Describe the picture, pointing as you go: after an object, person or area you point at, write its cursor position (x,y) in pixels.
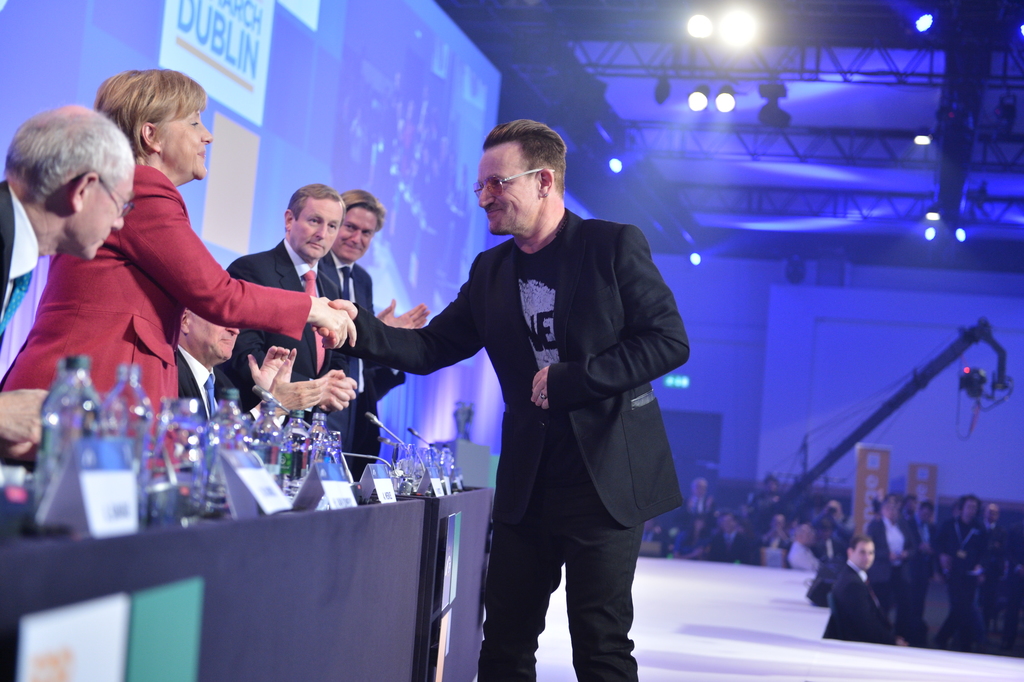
In this image, there are five people (518,291) standing and a person (194,383) sitting. Among them two people (339,300) are hand shaking with each other. In front of these people (301,316), there is a table (210,551) with water bottles (221,433), name boards (392,491), mikes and few other objects (407,455). On the right side of the image (869,595), I can see groups of people (930,518) and a camera crane (978,340). At the top of the image (604,49), I can see the focus lights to the lighting trusses (661,144). Behind these people (307,285), there is a hoarding (399,108).
